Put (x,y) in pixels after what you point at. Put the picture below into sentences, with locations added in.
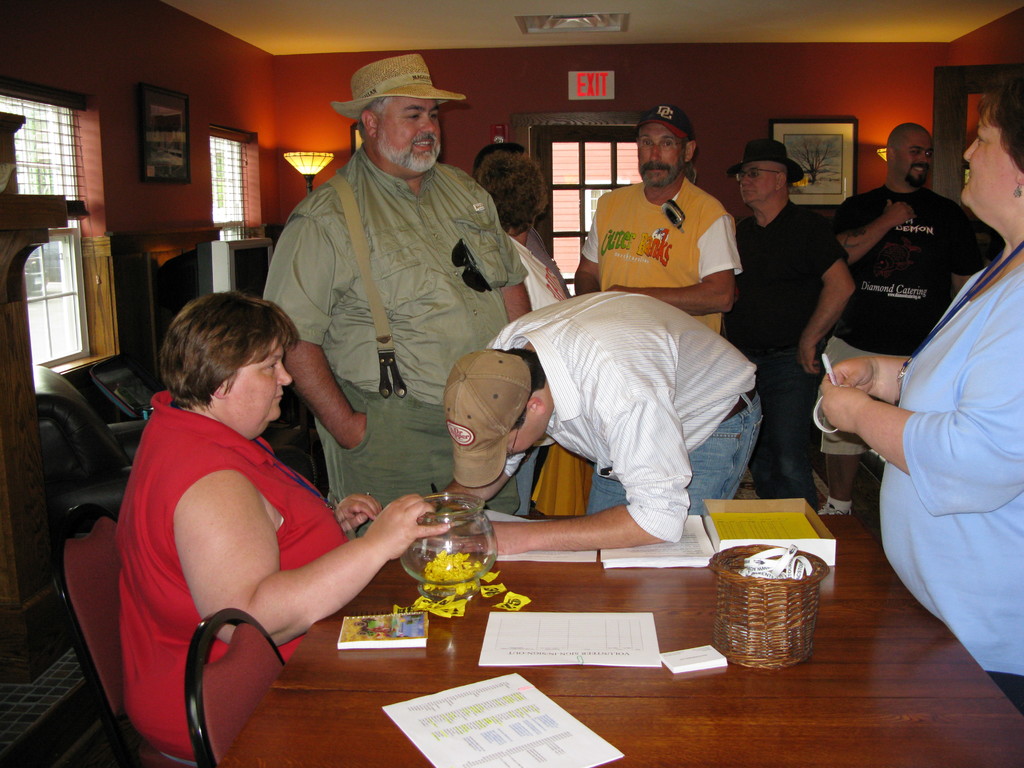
The picture is taken inside a room (394,612). There are few people (496,284) inside the room (63,633). In the left side (160,541) one lady (144,575) wearing a red dress (138,640) is sitting on chair (117,672). In front of her there is a table (382,583). On the table (400,748) there are few papers (753,528), glass jar (447,551), basket (766,589), and books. In the right side (963,490) a lady (963,443) is standing wearing a blue top (951,511). In the left top (59,187) there are windows (220,188), chairs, paint (168,155), tv (211,251). In the background (570,156) there is a door (583,159), there painting (797,128) and on the top (586,77) there is an exit sign (584,79).
